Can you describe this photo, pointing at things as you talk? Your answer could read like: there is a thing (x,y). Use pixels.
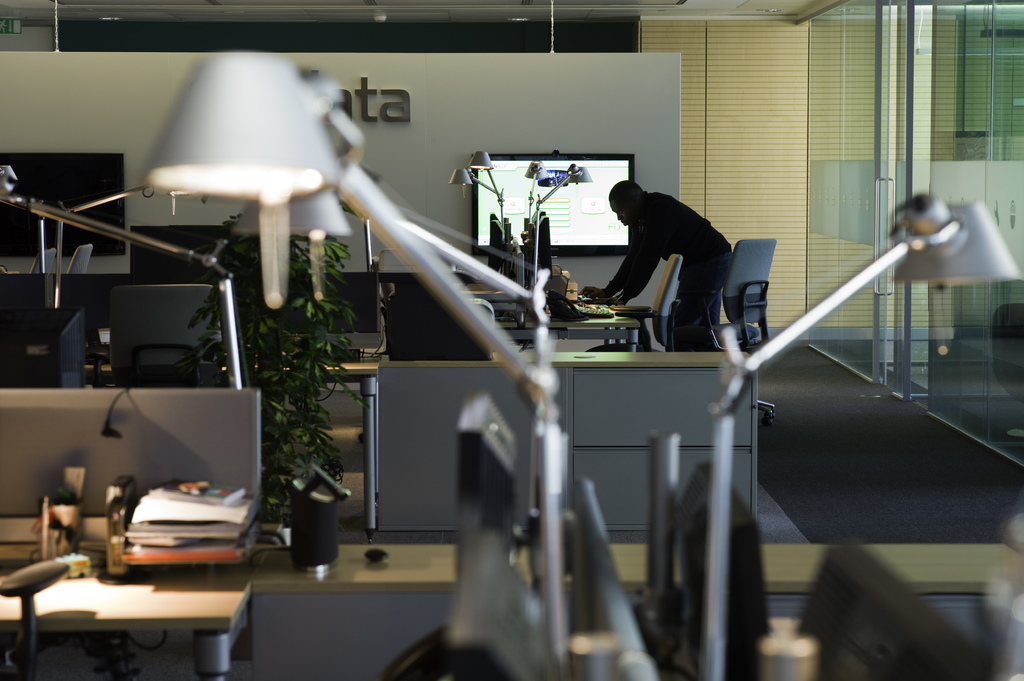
This is completely an inside view picture. This is a glass door (884,185). We can see lights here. On the table (242,566) we can see books (187,559) and papers (201,528). This is a trash can (296,515), plant (291,420). Here we can see cabins (598,412). This is a television (579,204). We can see one man (642,194) standing near to the table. This is a floor (848,464).
